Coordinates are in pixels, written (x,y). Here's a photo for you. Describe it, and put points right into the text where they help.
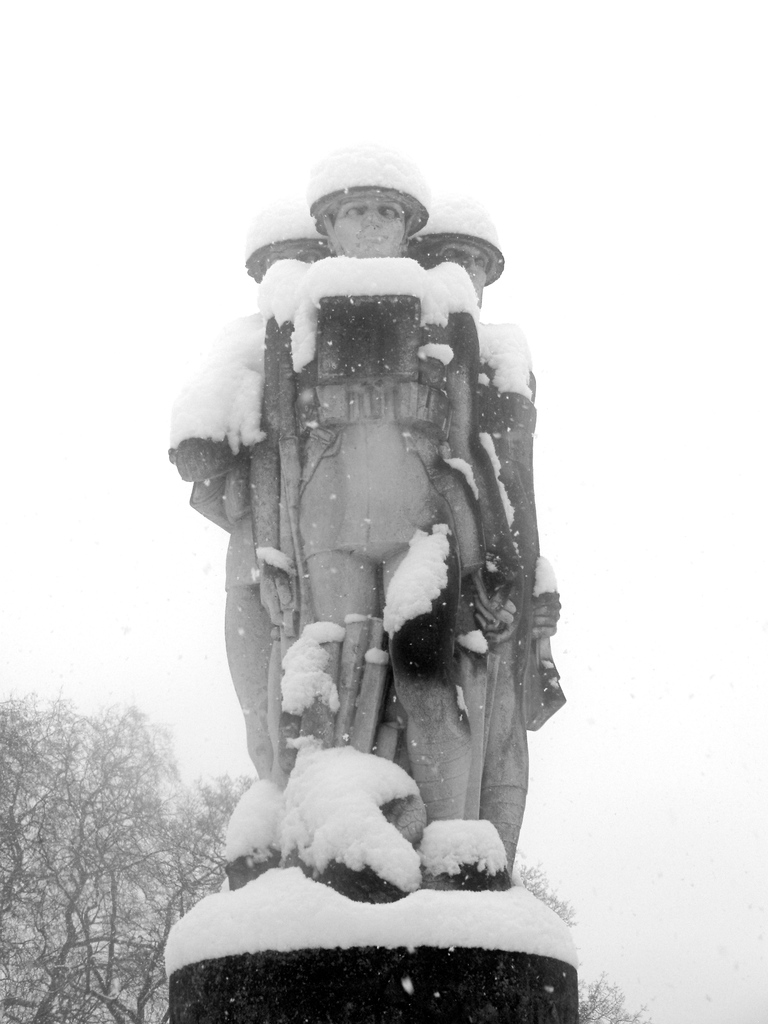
This is a black and white image. In this image we can see statue (428,435) on a pedestal (347,957). In the background (74,848) there are trees (106,826). And there is snow (558,941).
